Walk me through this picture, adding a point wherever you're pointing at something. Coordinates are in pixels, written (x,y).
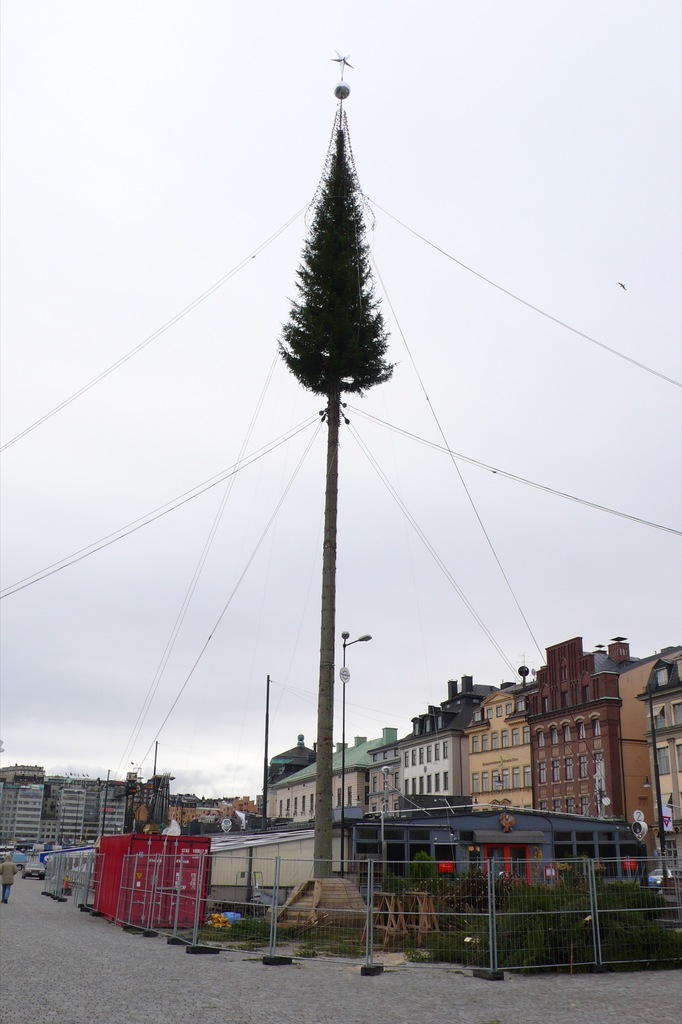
In this image I can see a tree (322,662), light-poles (362,638), grass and fencing (484,933) around. Back I can see a buildings (437,751) and windows (504,773). A person (6,862) is walking on the road (57,969). The sky (228,541) is white color.
